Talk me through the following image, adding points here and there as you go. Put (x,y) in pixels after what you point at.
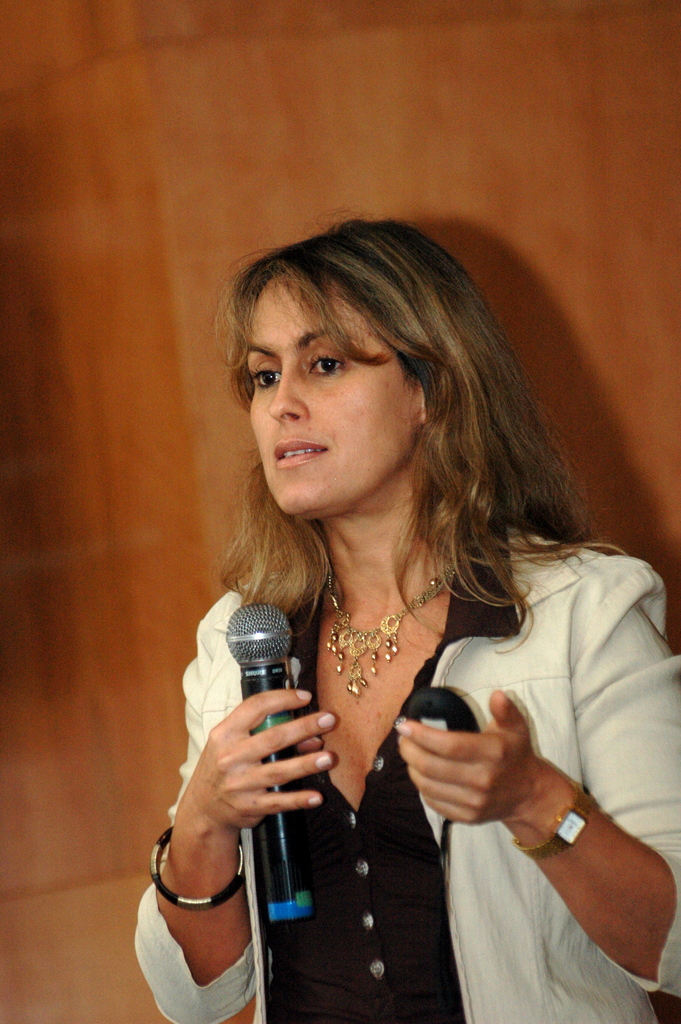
In the picture we can see a woman (490,826) standing and holding a microphone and on the other hand (533,826) she is holding a remote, she is wearing a blazer (663,687) which is white in color and a black shirt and with a necklace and in the background (135,788) we can see a wall (166,192) which is brown in color.
